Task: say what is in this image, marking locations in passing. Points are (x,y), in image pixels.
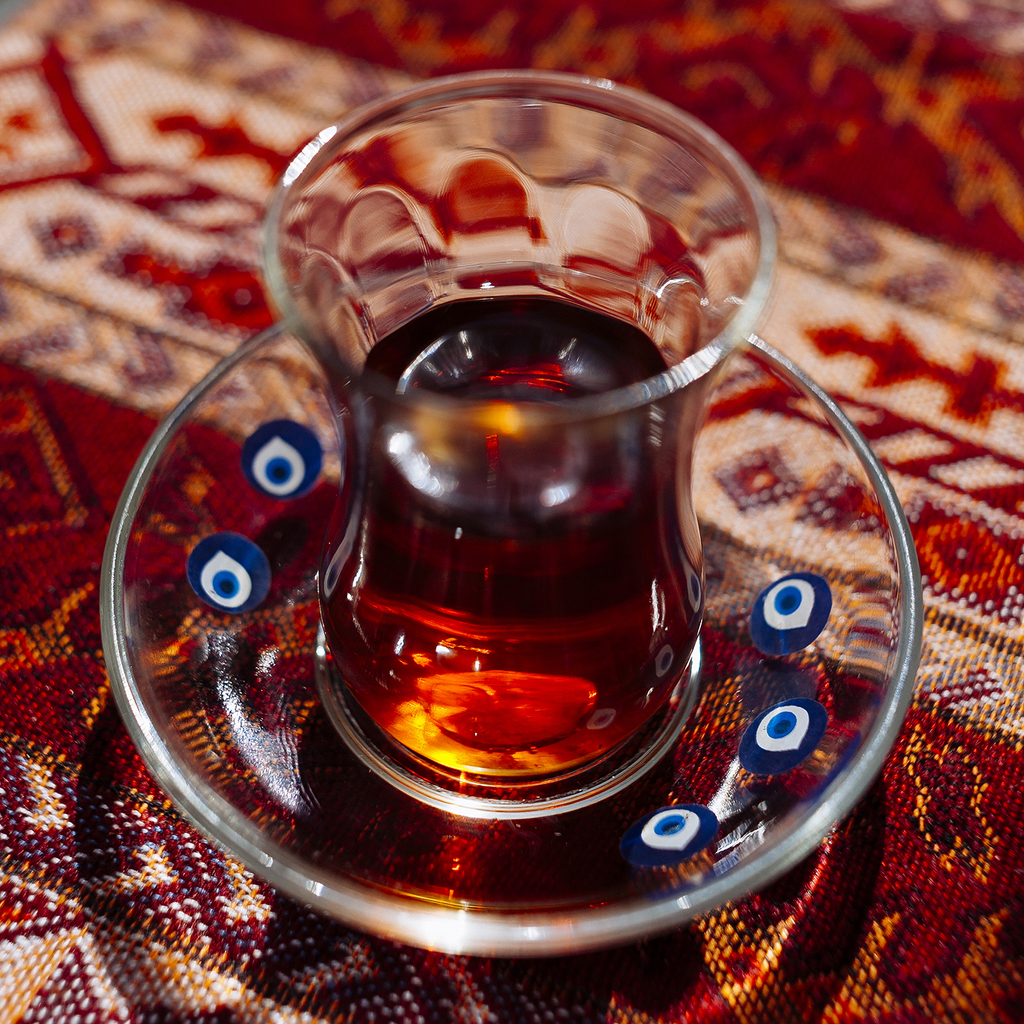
In this picture, we see a glass bowl (778,673) and a glass (529,400) containing the liquid (508,553). At the bottom (61,766), we see the carpet (692,1004) in white and red color. This picture is blurred in the background (865,129).
